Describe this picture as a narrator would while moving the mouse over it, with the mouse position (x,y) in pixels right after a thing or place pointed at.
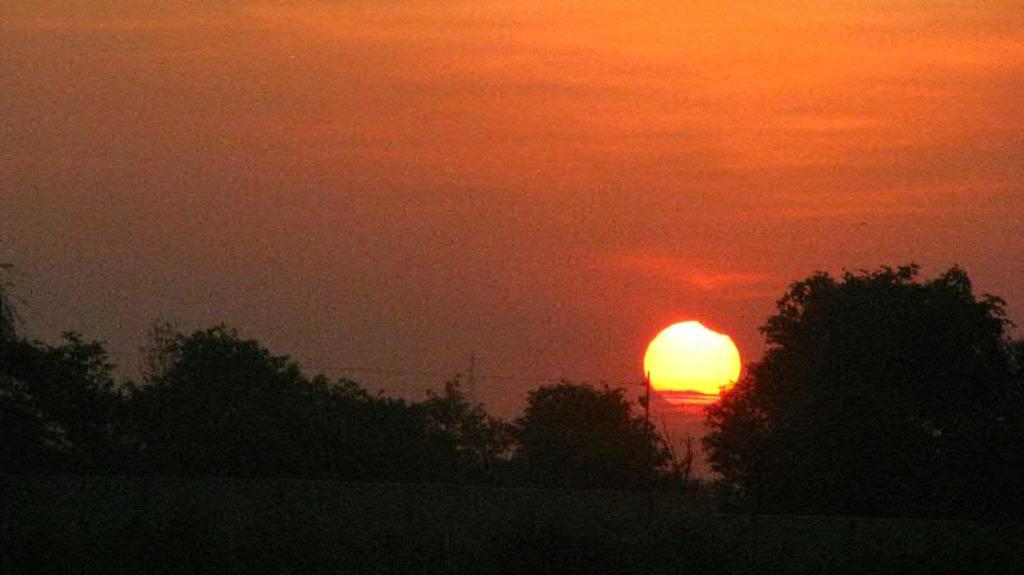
In this image I can see trees (710,439). In the background (583,340) I can see the sun (671,344) and the sky (404,193).
